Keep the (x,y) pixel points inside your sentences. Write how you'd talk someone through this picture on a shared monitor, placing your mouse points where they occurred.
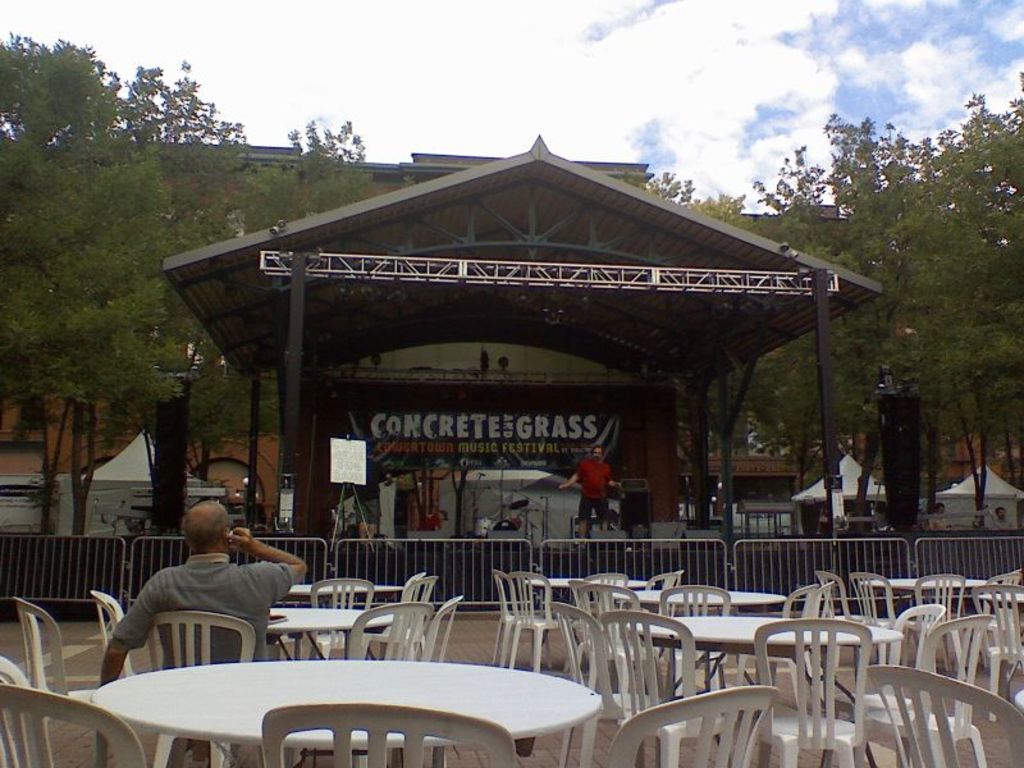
In this image we can see a table (305,682), and a man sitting on the chair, and in front a person (595,464) is standing, and here is the building (466,291), and here are the trees (886,198), and at above the sky (371,71) is cloudy.
